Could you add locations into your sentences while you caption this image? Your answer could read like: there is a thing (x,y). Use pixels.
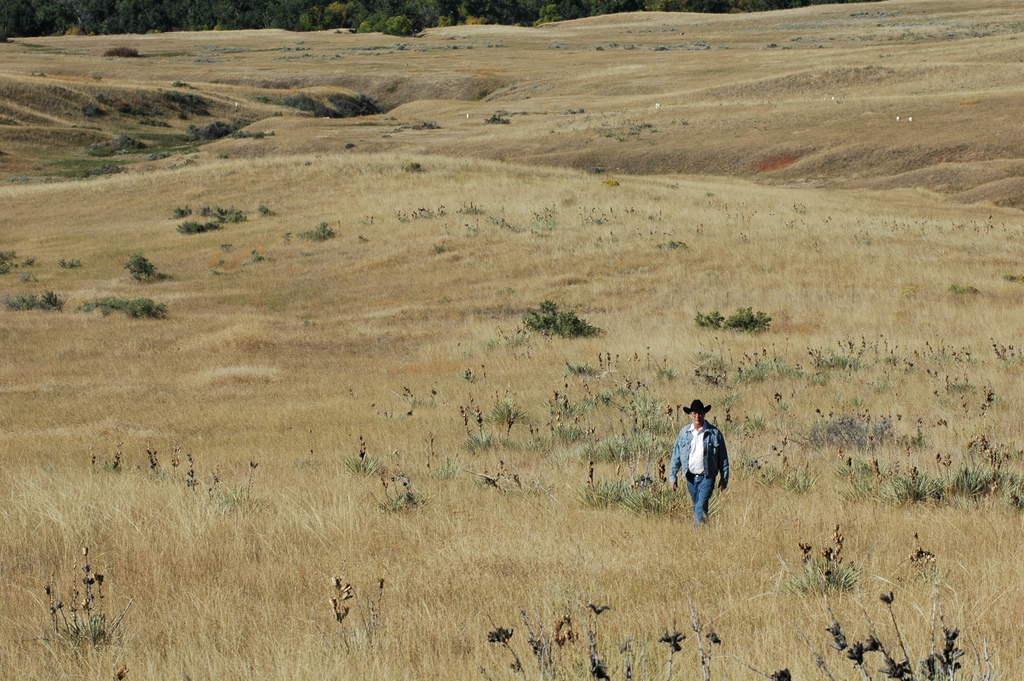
In the center of the image (679,452) we can see a man (684,476) is walking on the ground (720,532) and wearing a jacket (707,460), jeans (706,491), hat (697,409). In the background of the image (684,390) we can see the grass (583,272) and plants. At the top of the image (291,5) we can see the trees (101,15).
